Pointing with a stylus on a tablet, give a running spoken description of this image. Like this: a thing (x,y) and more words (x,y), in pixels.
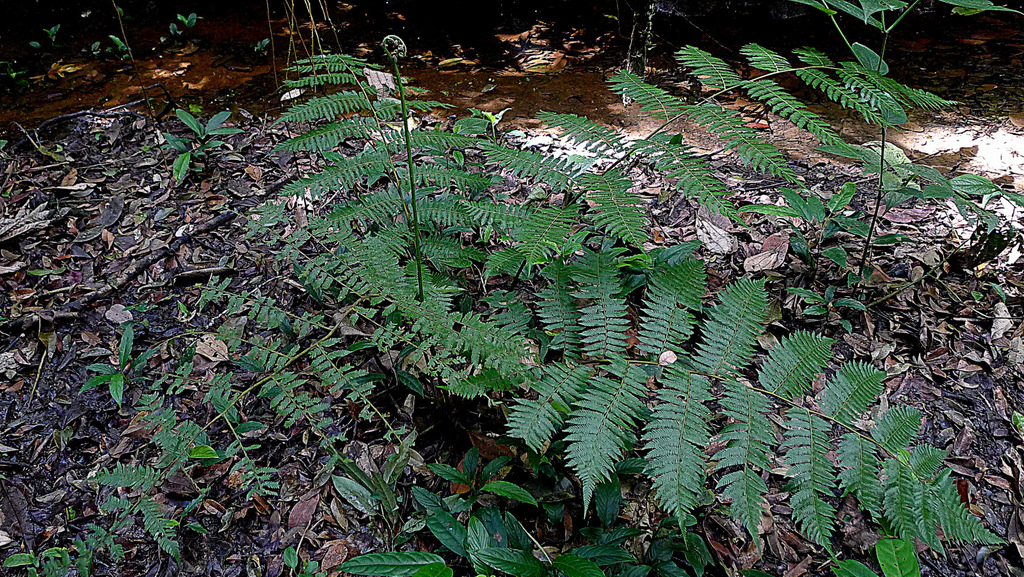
In this picture I can see the plants (531,169) and few leaves (152,144) on the ground (186,193).
